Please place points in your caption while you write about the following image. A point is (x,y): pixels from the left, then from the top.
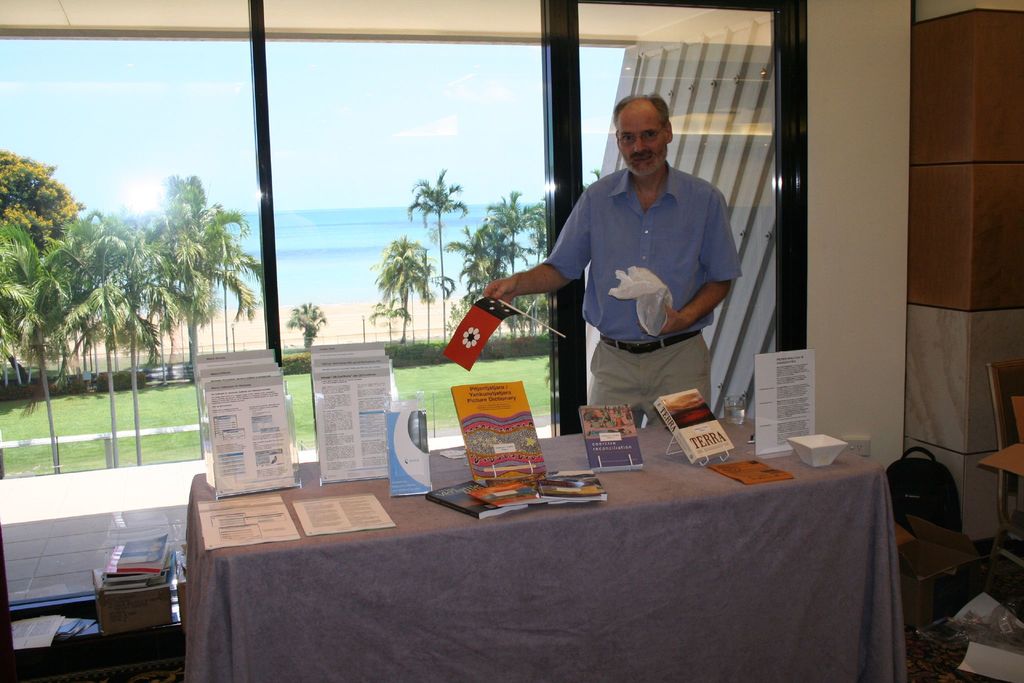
In this image in the center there is a table (433,539) covered with a cloth (542,532). On the table (533,513) there are papers (382,466) and there is a man (683,243) standing and holding a flag (504,314) and white colour object (651,289) in his hand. In the background (323,243) there is window (255,249), behind the window (279,266) there's grass (450,373) on the ground (427,365) and there are trees (469,257) and there is water (312,251). On the right side (920,498) there is bag (926,494) on the floor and there are papers (986,610) and there is an empty chair (1010,429). On the left side (78,638) there is a stool (103,645) which is black in colour. On the stool (117,646) there are objects (125,608).
